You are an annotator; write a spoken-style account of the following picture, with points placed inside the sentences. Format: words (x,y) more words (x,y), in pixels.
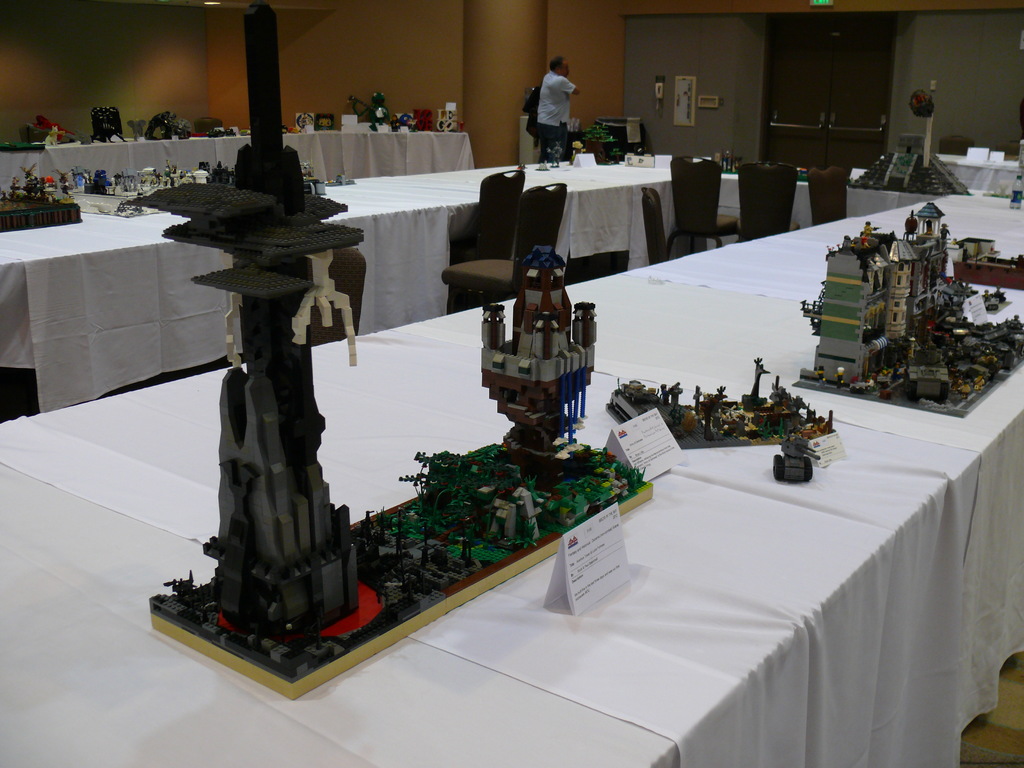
In this image there are a few project works (979,270) with some labels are arranged on the tables (287,137), in front of the tables (577,237) there are chairs (746,201), there is a person (543,132) standing, behind the person (546,118) there is a pillar (480,50). In the background (864,116) there are a few frames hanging on the wall (739,53) and there is a door (866,94).
